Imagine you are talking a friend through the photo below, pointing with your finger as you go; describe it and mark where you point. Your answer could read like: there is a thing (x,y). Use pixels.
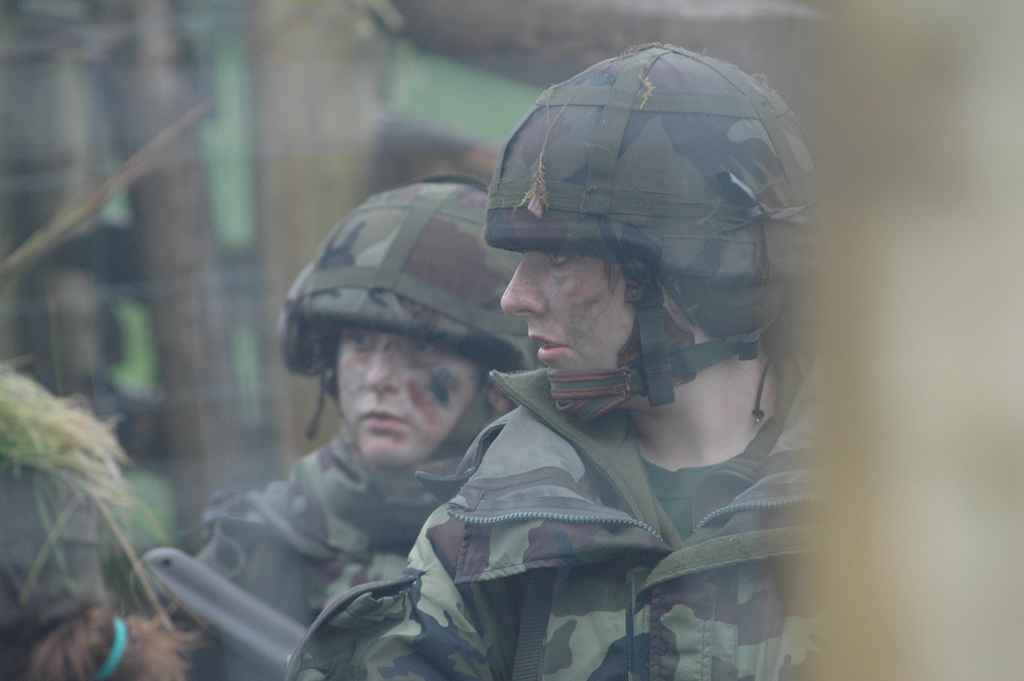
In this image we can see persons (442,458) standing.
